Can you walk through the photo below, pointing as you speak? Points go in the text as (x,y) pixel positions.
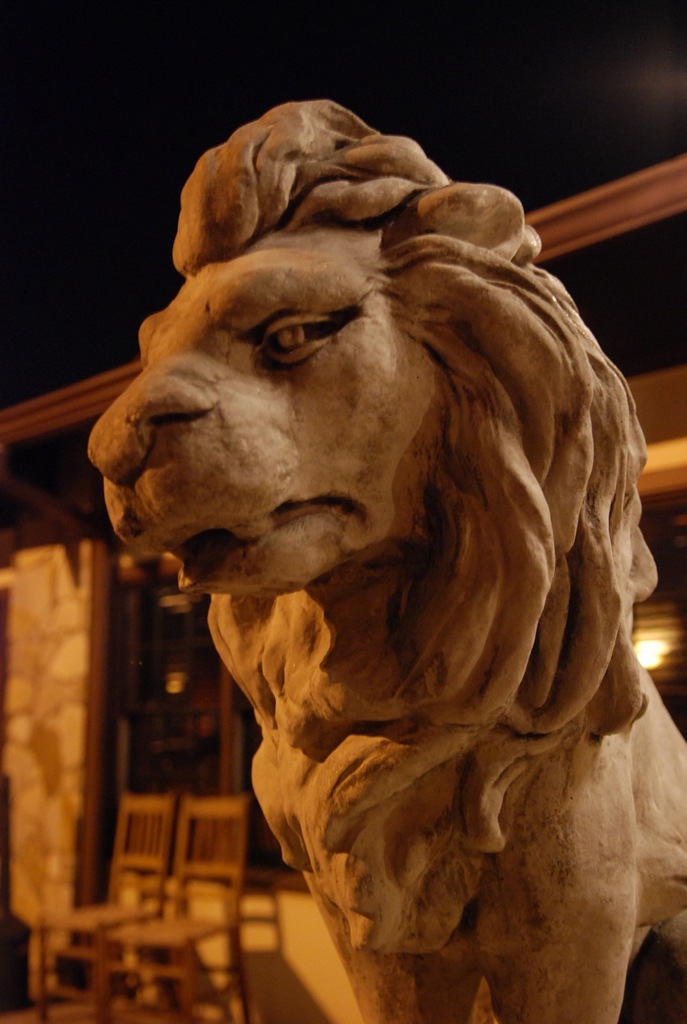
This image consists of a statue (300,698) of a lion (353,414) made up of rock (428,737). On the left (123,913), there are two chairs (217,846). In the background (130,728), there is a small house (7,777). At the top (94,161), there is a sky (57,140).
